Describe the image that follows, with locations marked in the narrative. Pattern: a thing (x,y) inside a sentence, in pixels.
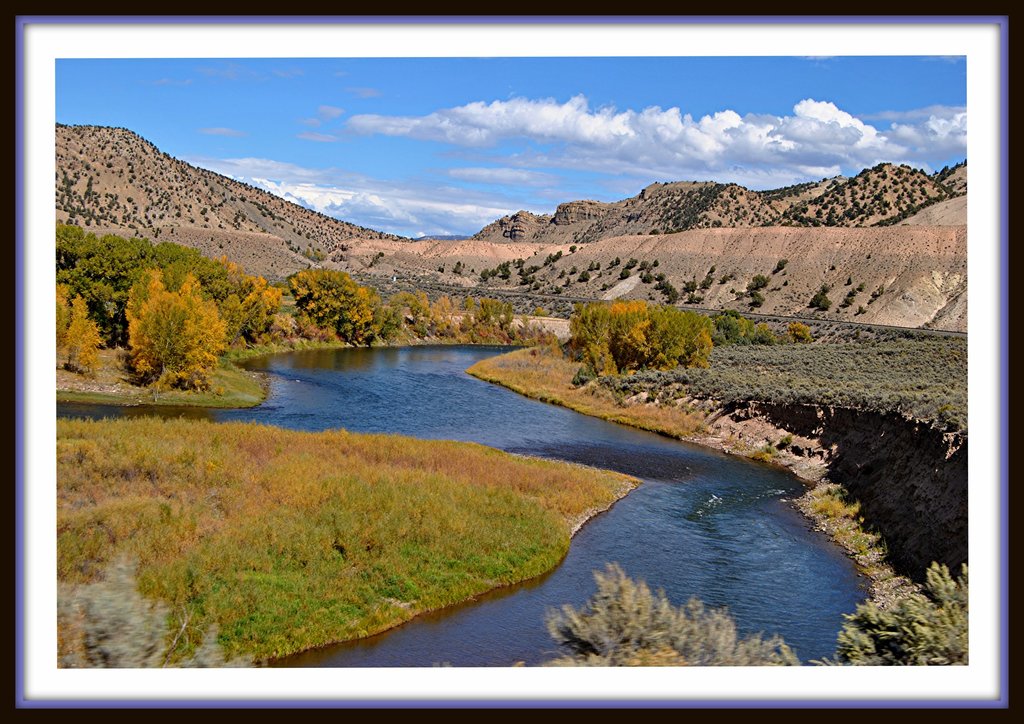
In this picture we can see water (729,555), grass (464,487), plants (406,332), trees (76,251), and mountain (933,229). In the background (723,166) there is sky (590,163) with clouds (669,151).
